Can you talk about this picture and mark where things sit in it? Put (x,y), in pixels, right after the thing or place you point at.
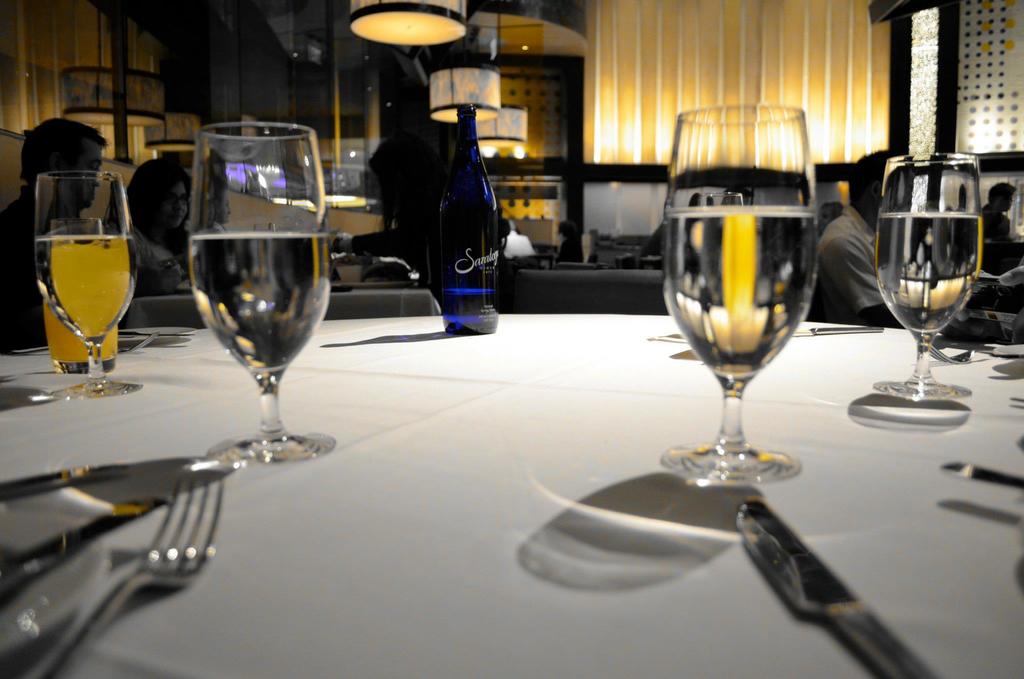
This Image is of clicked in a restaurant (548,104). There are tables (636,345), there is a light (429,31) on the top (376,18) and people (854,217) are sitting around the tables (571,419). On that table (559,409) there are glasses (248,288) bottles (449,236) knives (122,504), fork (192,528) and spoons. There is a window blind (756,57) on the top (639,105).
